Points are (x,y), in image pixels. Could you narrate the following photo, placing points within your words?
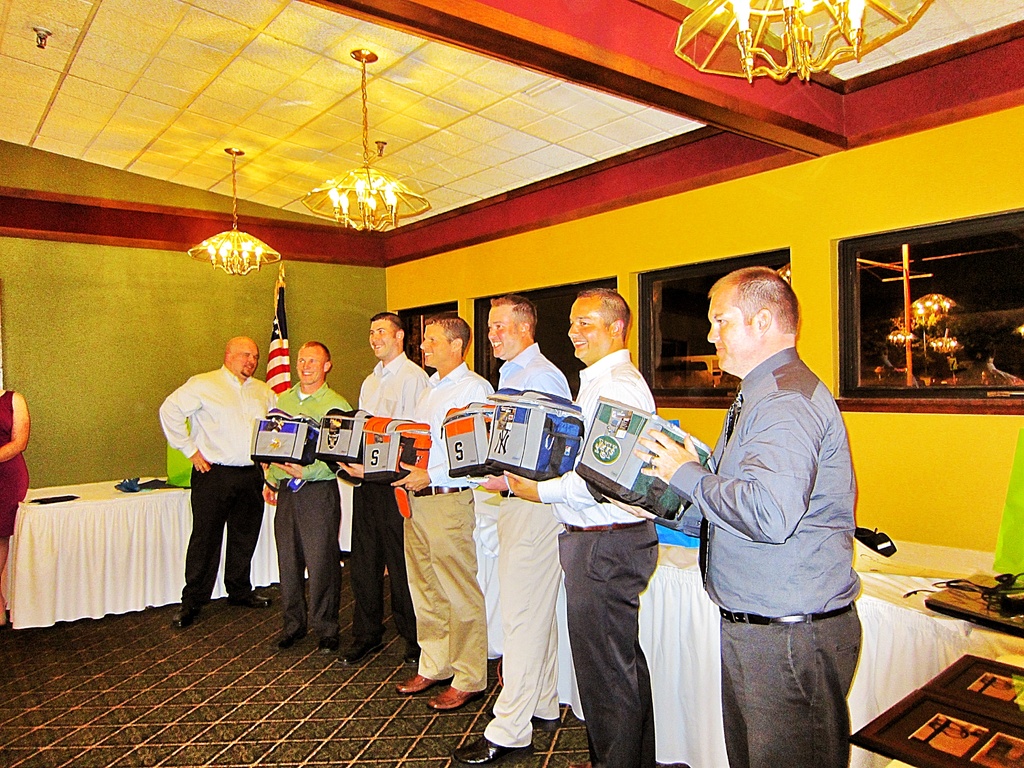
In this picture there are people (750,391) in the center of the image (502,399), by holding bags (471,437) in their hands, there are windows (867,393) in the background area of the image (666,348) and there is a lady (10,470) on the left side of the image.
